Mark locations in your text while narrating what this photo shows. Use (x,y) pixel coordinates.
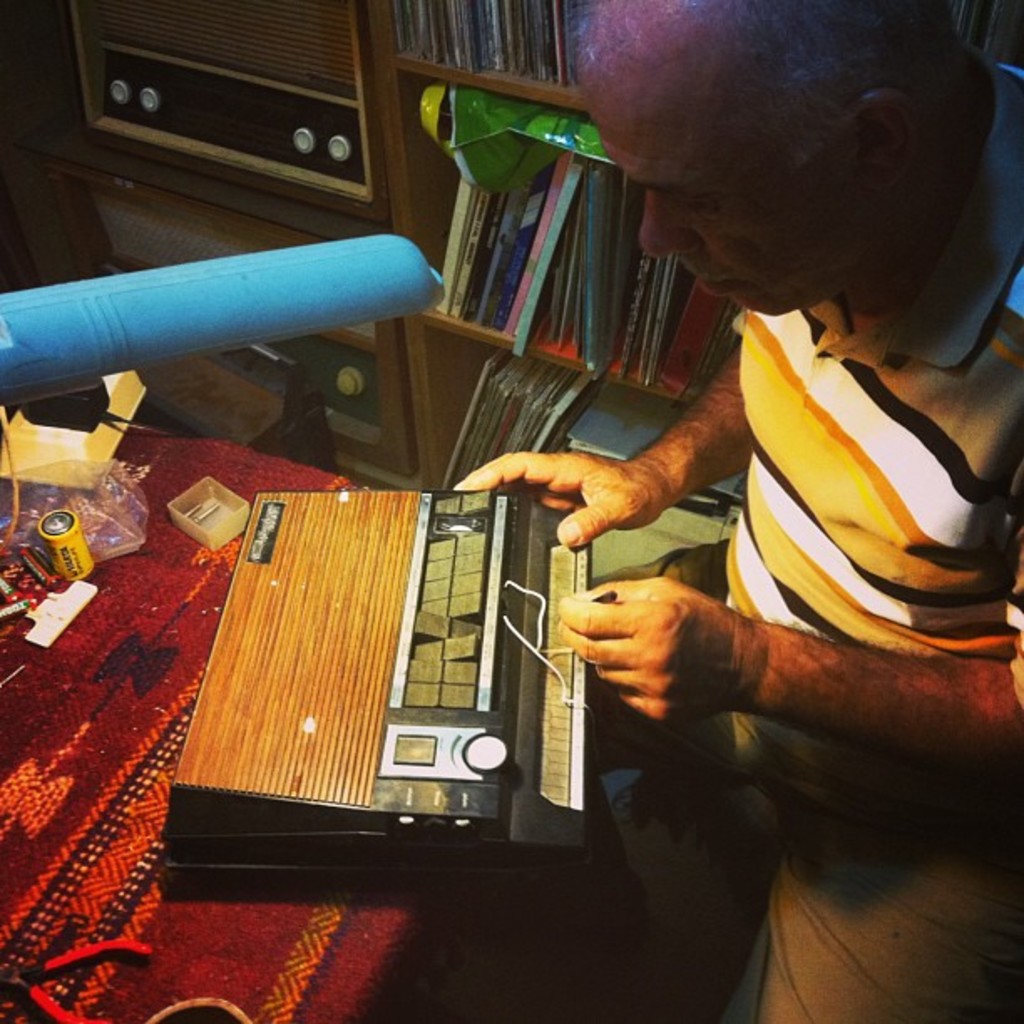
In this image in the front (471,685) there is a table (59,704), on the table (117,709) there are objects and there is an electronic device (444,722) on the table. There is a person (867,605) sitting. In the background (433,133) there is a shelf (515,79) and in the shelf (508,92) there are objects (535,228) and there are objects (256,248) which looks like an electronic device (321,191).
